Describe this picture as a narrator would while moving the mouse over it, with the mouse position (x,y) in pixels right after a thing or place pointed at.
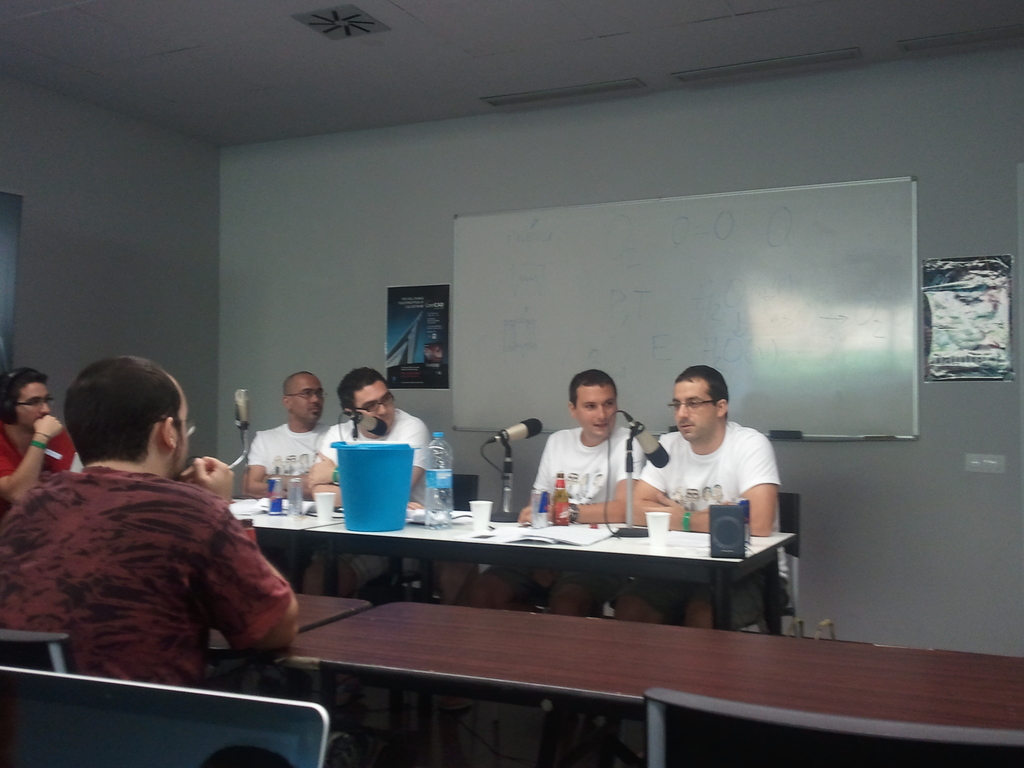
In this image I see 6 men (41,472) and there are tables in front of them and there are lot of things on it. In the background (888,511) I see the wall (358,335), board (703,354) and 2 posters (413,325) on the wall (398,237).
